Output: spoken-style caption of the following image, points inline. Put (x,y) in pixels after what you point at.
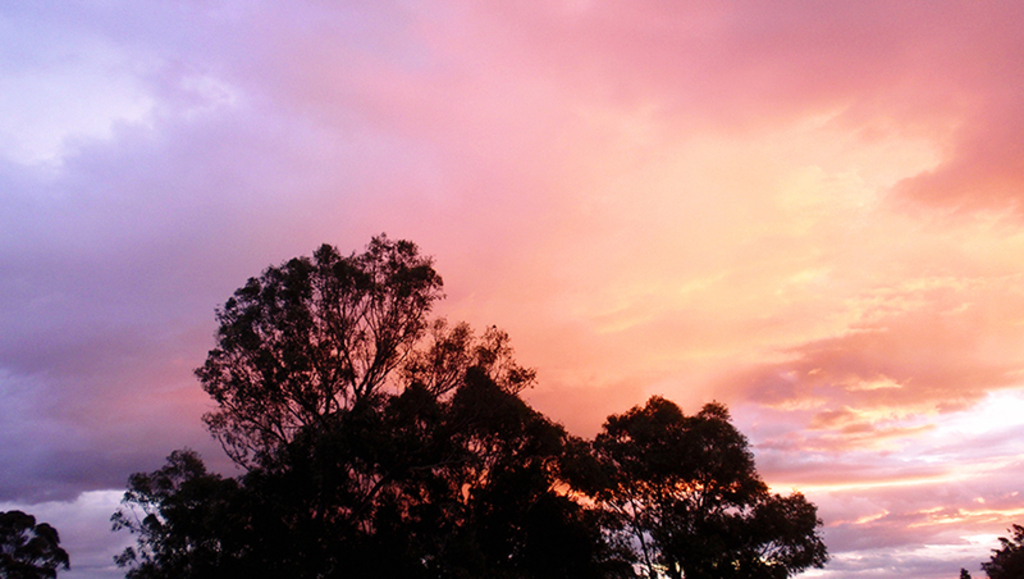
At the bottom of this image (374,516) I can see some trees (274,502). On the top of the image (554,192) I can see the sky (902,298) and clouds (800,159).
